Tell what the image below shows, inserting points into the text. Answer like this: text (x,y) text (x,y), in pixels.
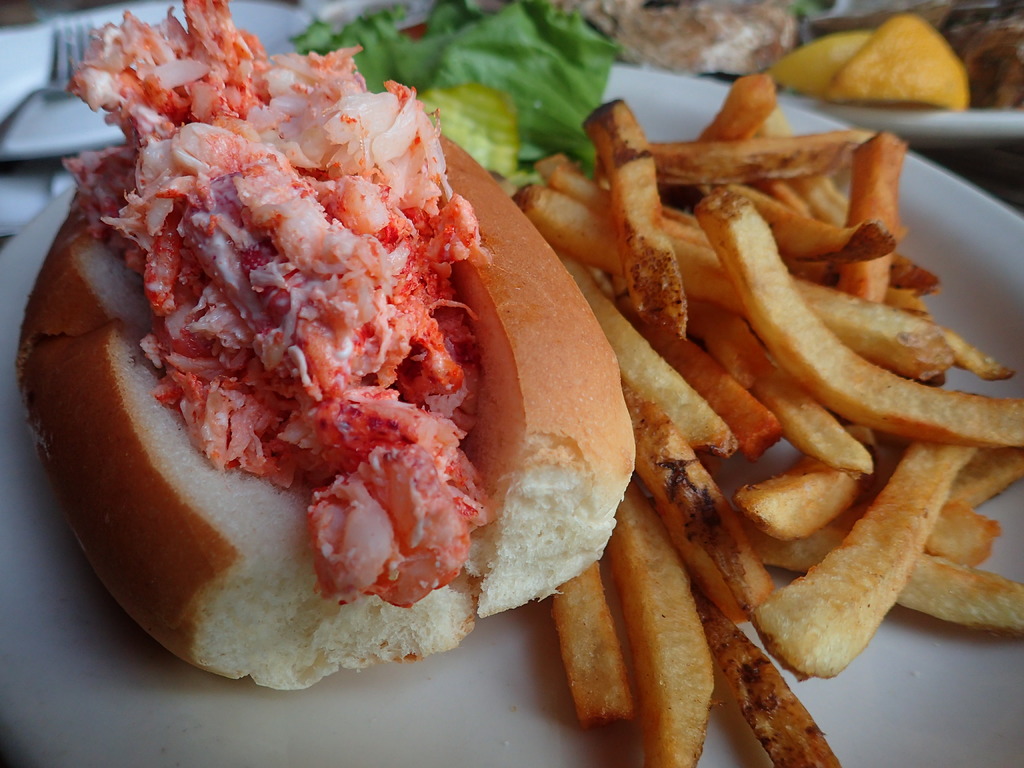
In the image there is meat sandwich (507,222), french fries (738,267) and salad (548,112) on a plate (72,544) and behind it there are food items (911,57), plates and forks (54,60).
